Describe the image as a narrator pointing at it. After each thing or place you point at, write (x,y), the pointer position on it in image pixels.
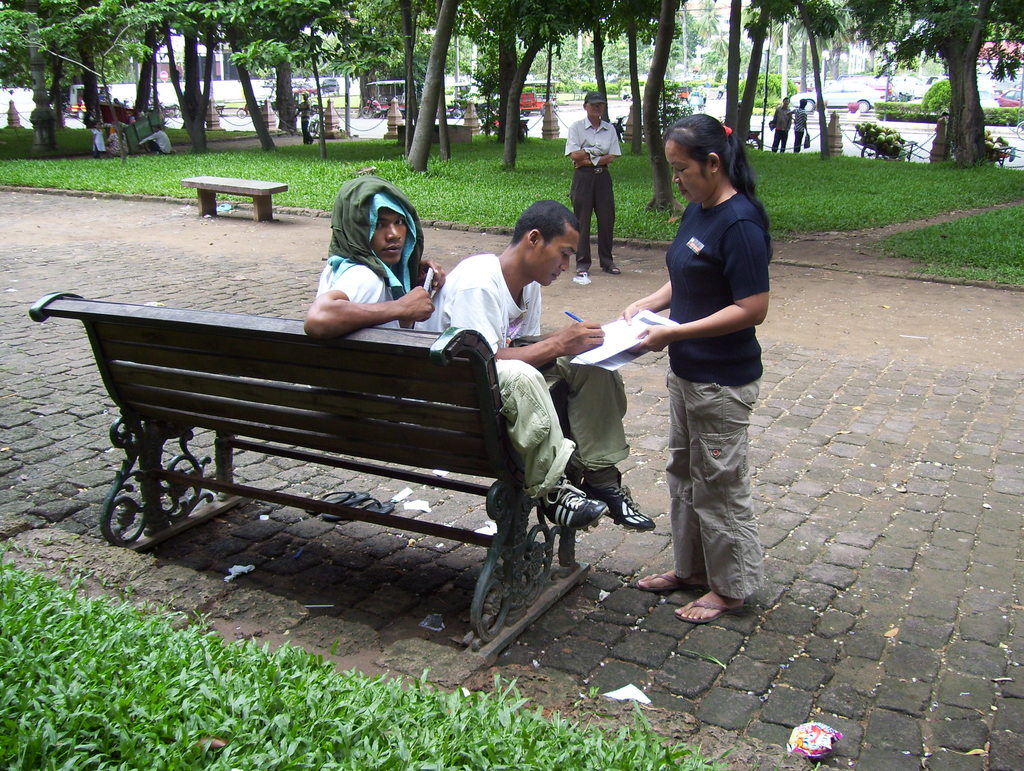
In this image we can see a few people (737,320), two of them (497,334) are sitting on a bench (448,335), one person (673,352) is holding a book (626,346), another person (594,342) is writing on the book (601,355) using a pen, there are trees (634,35), plants (511,767), houses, poles (835,146), there are papers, and footwear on the ground (265,226).
